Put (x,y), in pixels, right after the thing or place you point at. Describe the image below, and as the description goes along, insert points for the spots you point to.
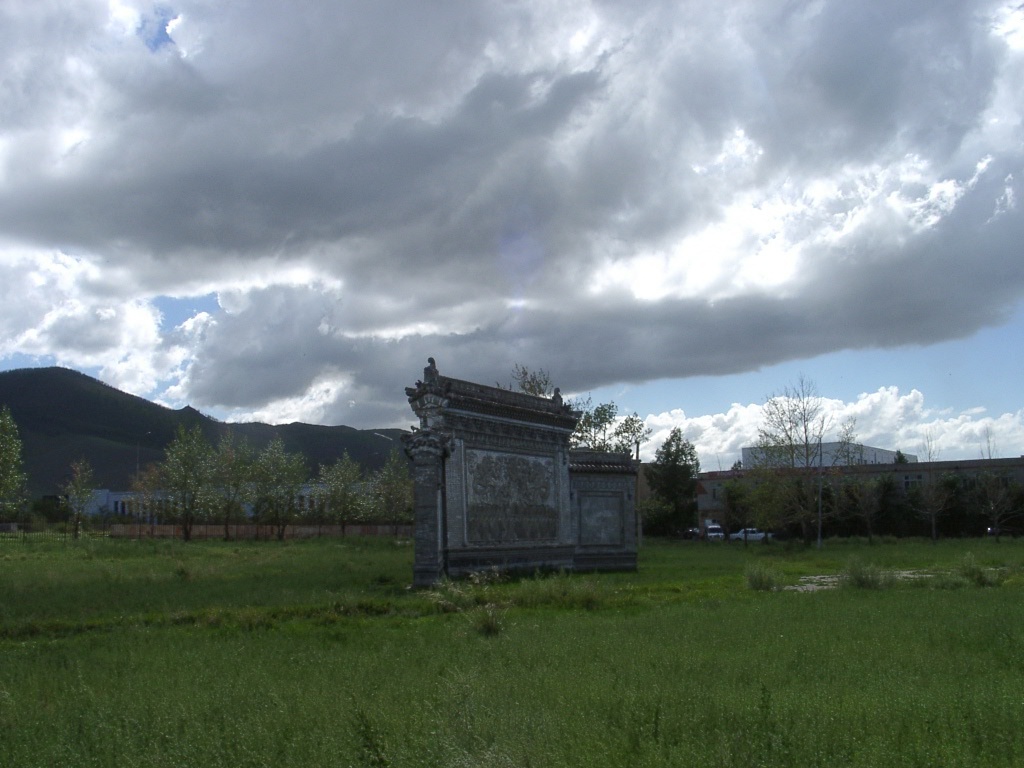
In the center of the image (581,496) there is a memorial (592,481). At the bottom of the image (532,677) there is grass (528,687) on the surface (488,677). In the background of the image (336,498) there are trees (348,488), buildings (645,484), mountains (72,409) and sky (539,204).
